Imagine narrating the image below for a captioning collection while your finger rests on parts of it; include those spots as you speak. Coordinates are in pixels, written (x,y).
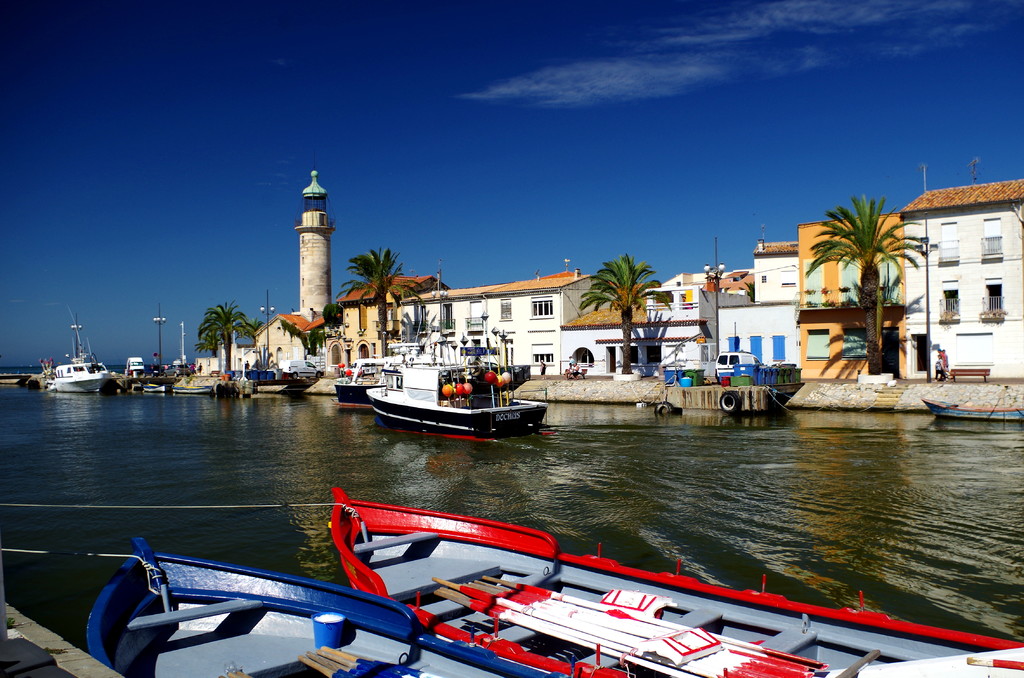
In this image, we can see boats (410,427) on the lake (286,428) and in the background (476,317), there are trees (881,241) and buildings (826,357) and there are poles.
